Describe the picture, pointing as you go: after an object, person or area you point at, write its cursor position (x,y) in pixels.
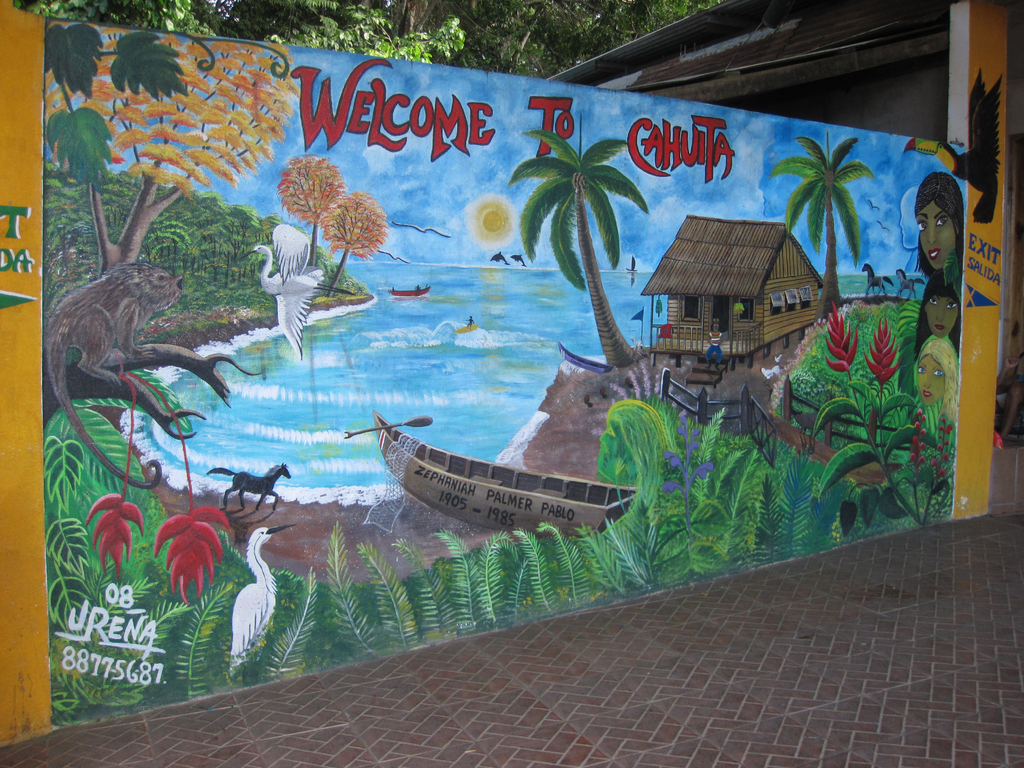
As we can see in the image there is a banner (443,336) and trees (499,14). On banner (529,524) there is painting (489,462) of plants (585,553), boat (562,514), water (475,360), horse (254,484), trees (543,177), sky (512,171), clouds (428,230) and house (766,262).
